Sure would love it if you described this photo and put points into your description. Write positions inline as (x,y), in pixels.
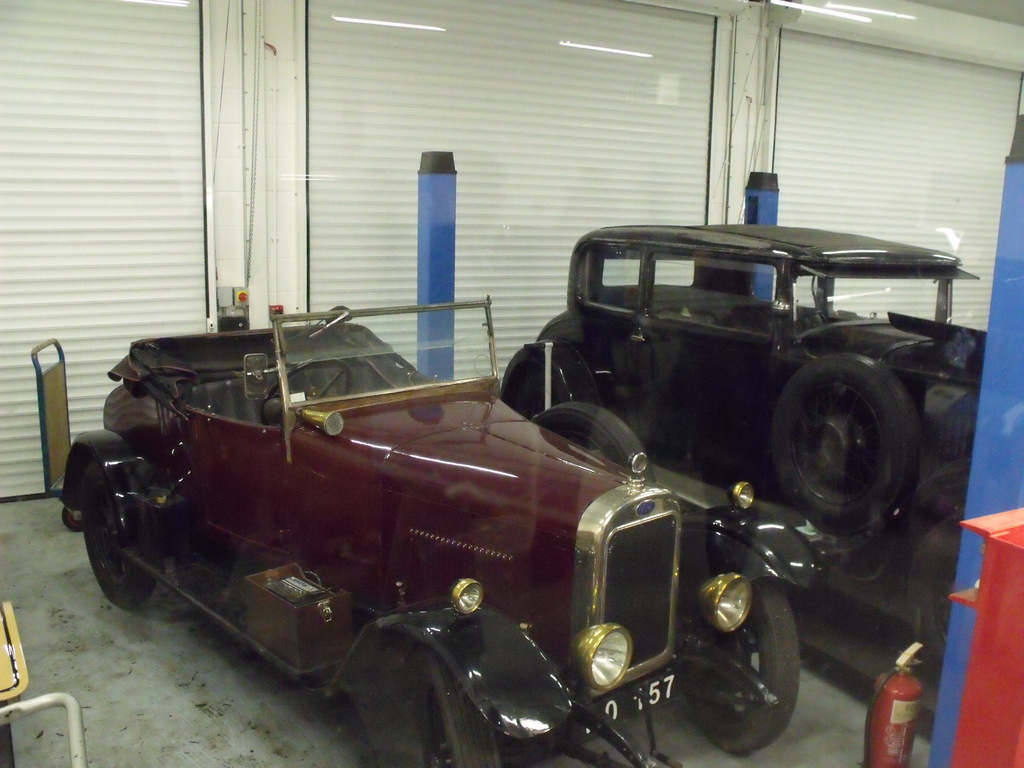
There are two vehicles (622,479) and this is a fire extinguisher (892,677). In the background (842,101) there are shutters (515,96) and lights (370,20).
